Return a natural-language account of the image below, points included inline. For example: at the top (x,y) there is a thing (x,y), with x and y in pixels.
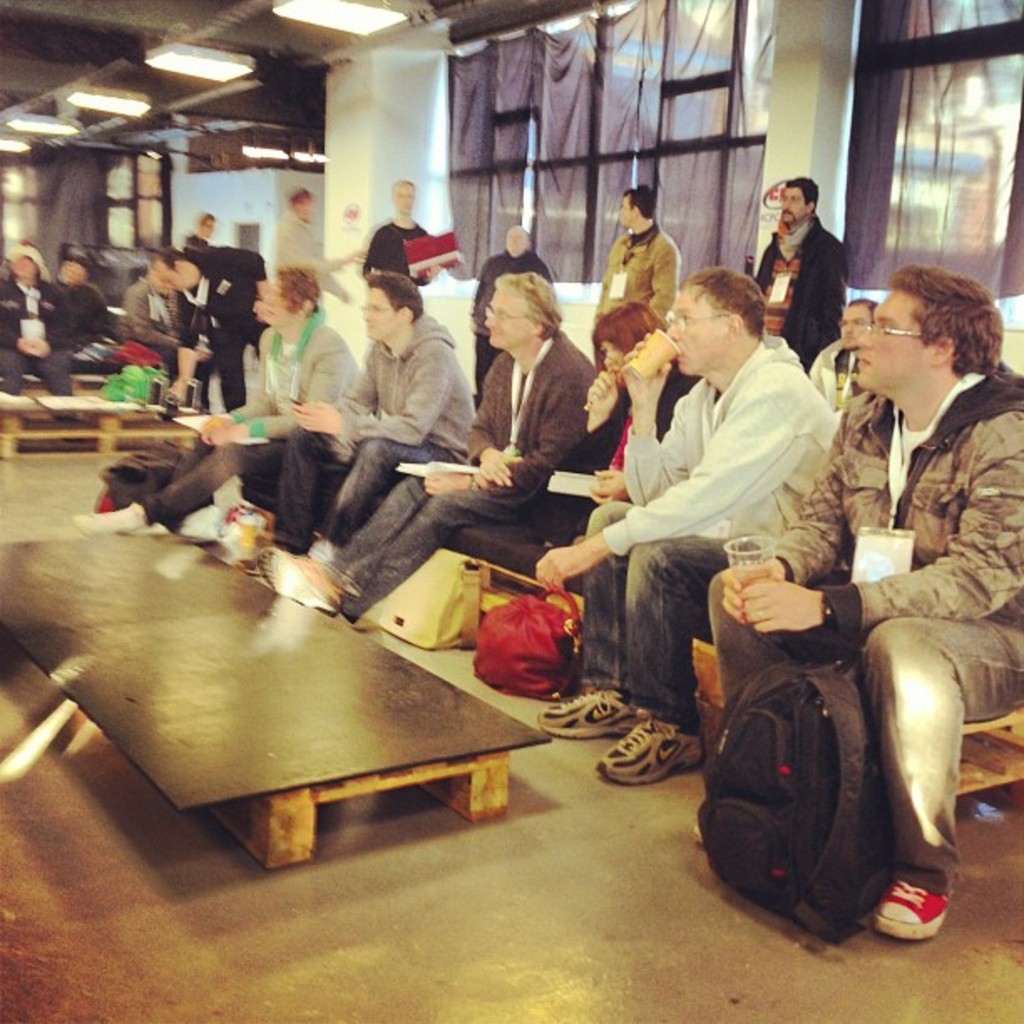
In this image I see lot of people (961,298) sitting and few of them are standing. I can also see there are few bags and a table (463,733) over here. In the background (429,299) I can see the lights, wall (1004,355) and the windows (980,106).
